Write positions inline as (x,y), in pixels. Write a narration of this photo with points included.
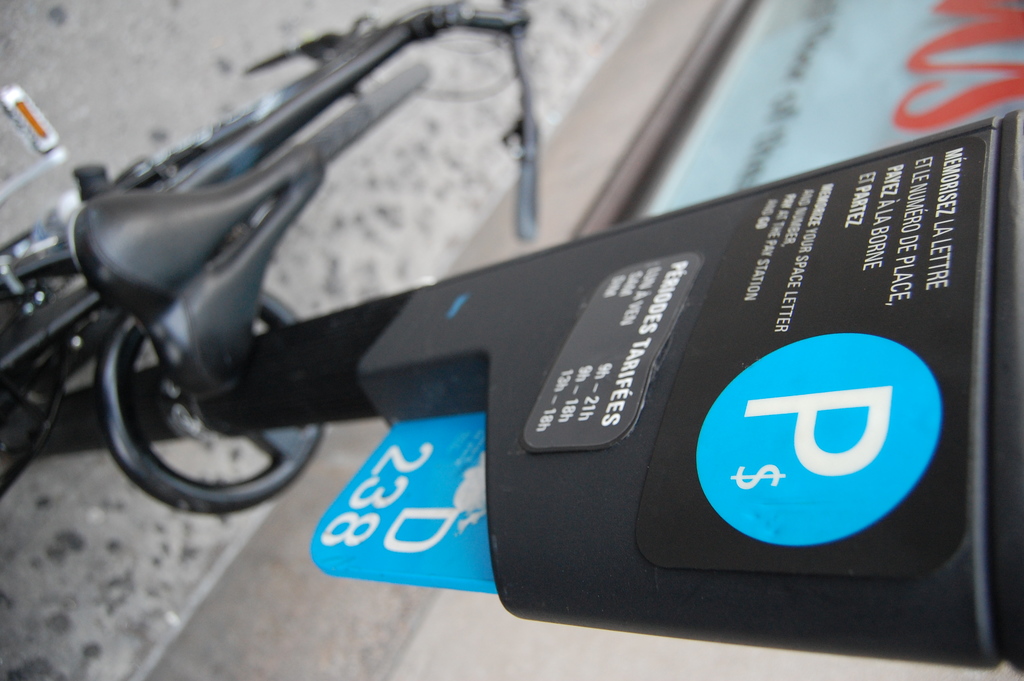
This image consists of a cycle (202,343) kept on the ground (74,541). On the right (736,425), we can see a parking meter (438,500). At the bottom (723,654), it looks like a pavement (110,104).
